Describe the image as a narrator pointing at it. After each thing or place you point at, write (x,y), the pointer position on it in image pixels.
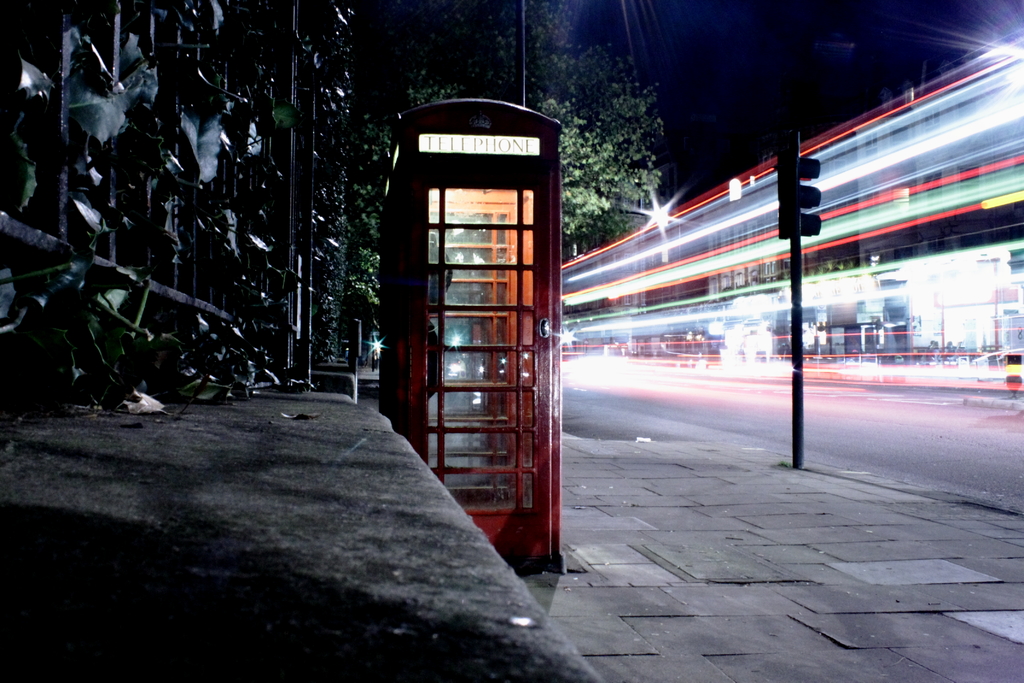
In this picture I can see there is a telephone box (455,225) in the middle of an image (499,343). On the right side (1010,111) there is a signal (795,440) and there are lights (856,200) on the road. At the back side (587,78) there are trees (584,82) in this image.
